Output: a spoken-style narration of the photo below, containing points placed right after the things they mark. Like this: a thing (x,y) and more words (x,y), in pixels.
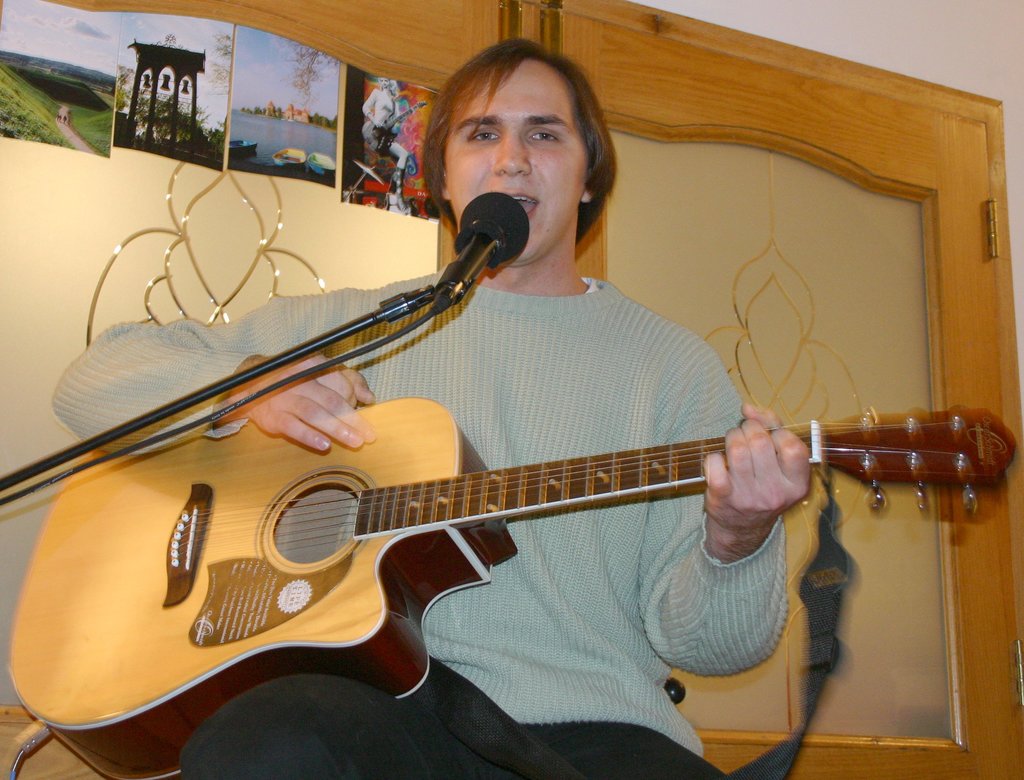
In this image a person (478,351) holding a guitar (426,537) and in front (501,208) him there is a mike (525,220), his mouth (526,210) is open and back side of him there is a door (60,224) and on the door (45,257) there are the photos (359,133) attached to the door (350,244).
